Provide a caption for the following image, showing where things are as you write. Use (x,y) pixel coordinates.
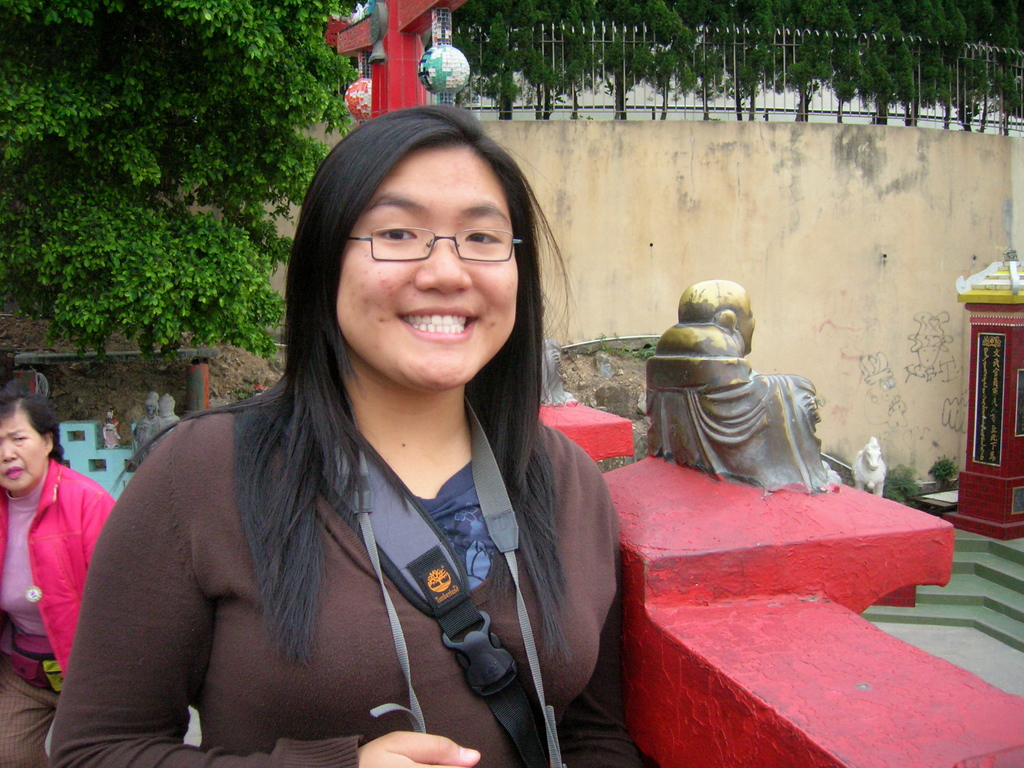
In the middle of the image (356,294) a woman (483,133) is standing and smiling. Beside her there is wall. Behind her a woman (54,425) is standing and watching. Behind them there is a tree (240,226). Behind the tree (239,130) there is wall (1015,223). Behind the wall (945,134) there are some trees (916,91).
